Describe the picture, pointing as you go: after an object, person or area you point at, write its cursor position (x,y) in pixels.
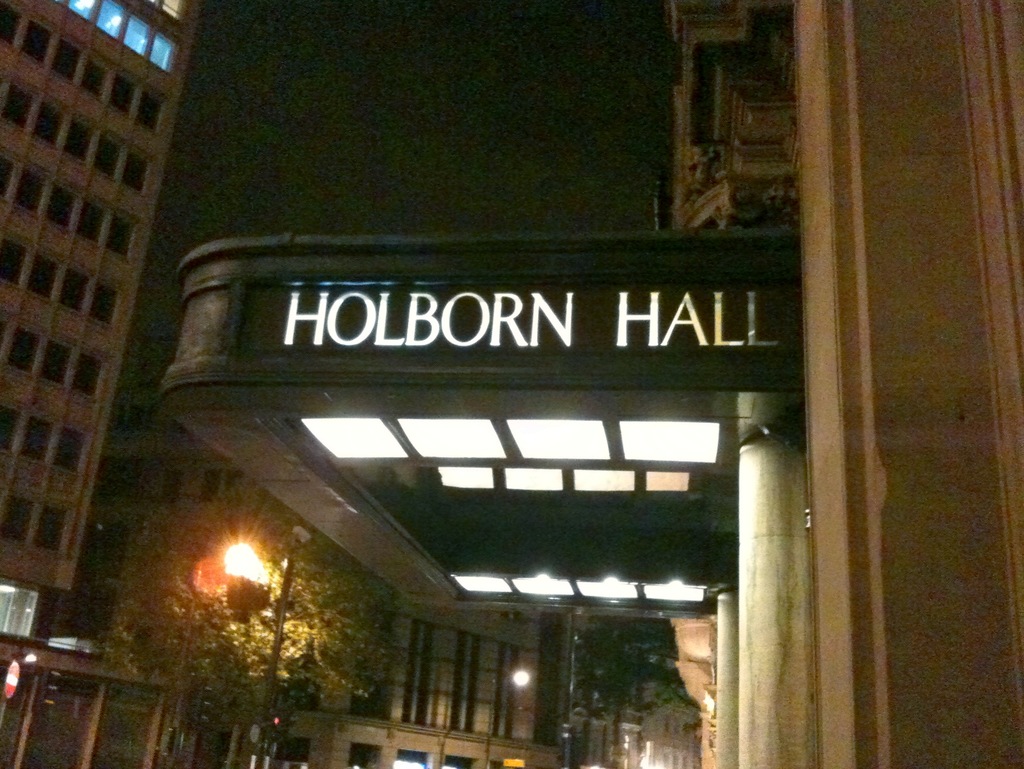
This image is taken outdoors. At the top of the image (400,92) there is a sky (461,80). The sky (505,80) is dark. At the bottom of the image (249,559) there is a street light (231,555) and there is a tree (258,617). In this image there are a few buildings (754,153) with walls (64,239), windows (90,65), doors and roofs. In the middle of the image (450,332) there is a board (442,296) with a text (463,301) on it and there are a few lights (668,458).
